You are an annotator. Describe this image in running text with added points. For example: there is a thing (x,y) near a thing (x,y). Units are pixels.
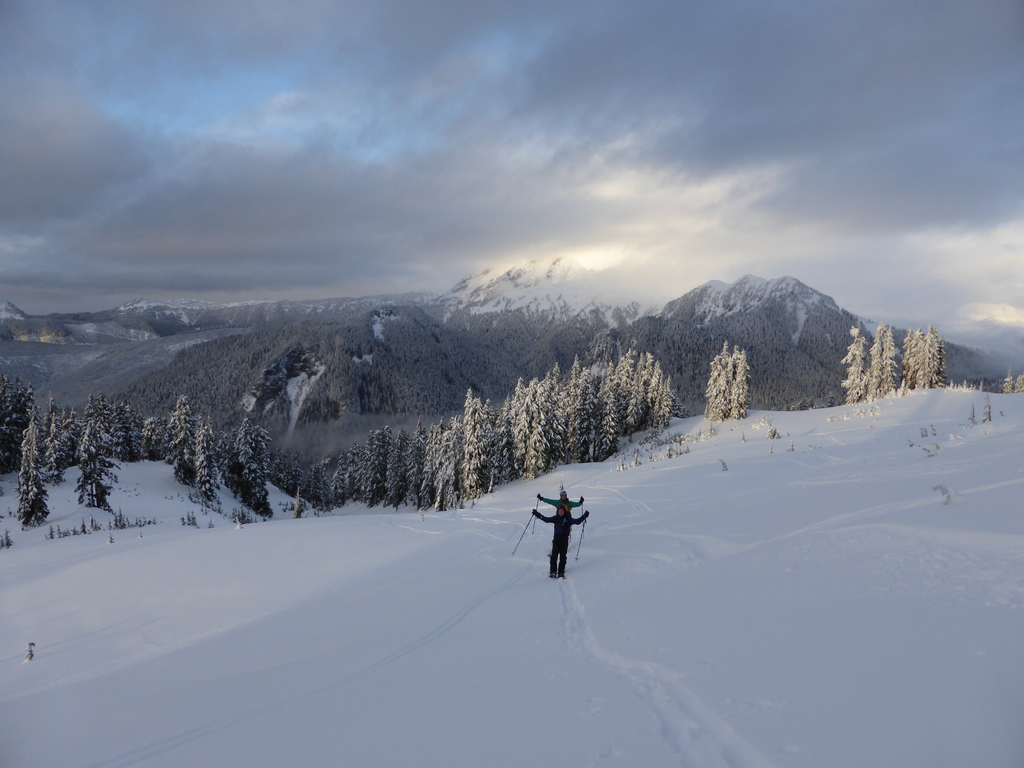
In this picture there are two people (542,515) holding sticks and we can see snow (667,496). In the background of the image (247,474) we can see trees (71,432), hills (542,273) and sky (481,246) with clouds (471,259).
